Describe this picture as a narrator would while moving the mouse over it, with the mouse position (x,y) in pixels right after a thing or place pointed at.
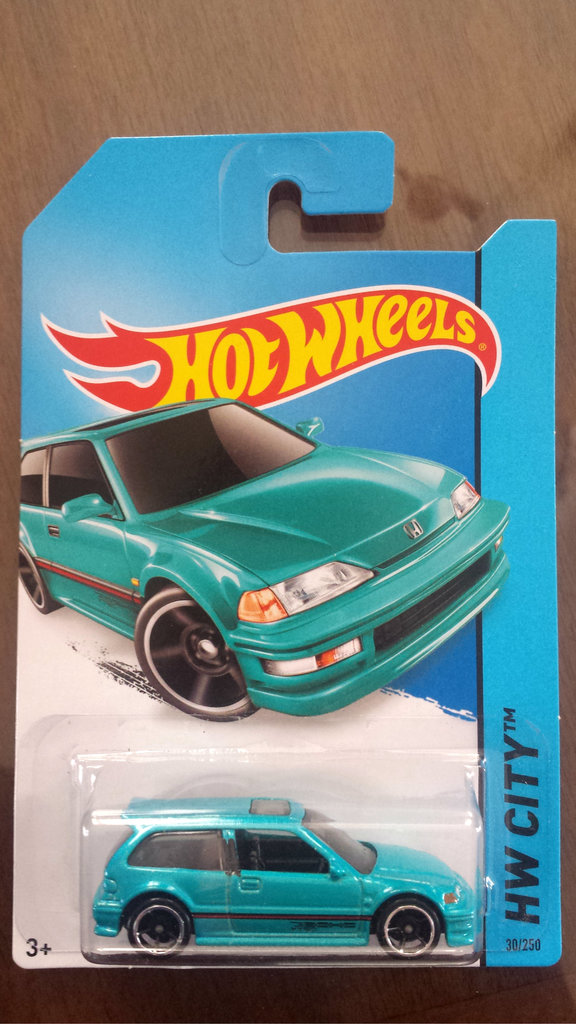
In this picture we can see a toy vehicle (326,886) and a card (485,614) with some text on it and in the background (457,87) we can see a wooden surface (484,111).
